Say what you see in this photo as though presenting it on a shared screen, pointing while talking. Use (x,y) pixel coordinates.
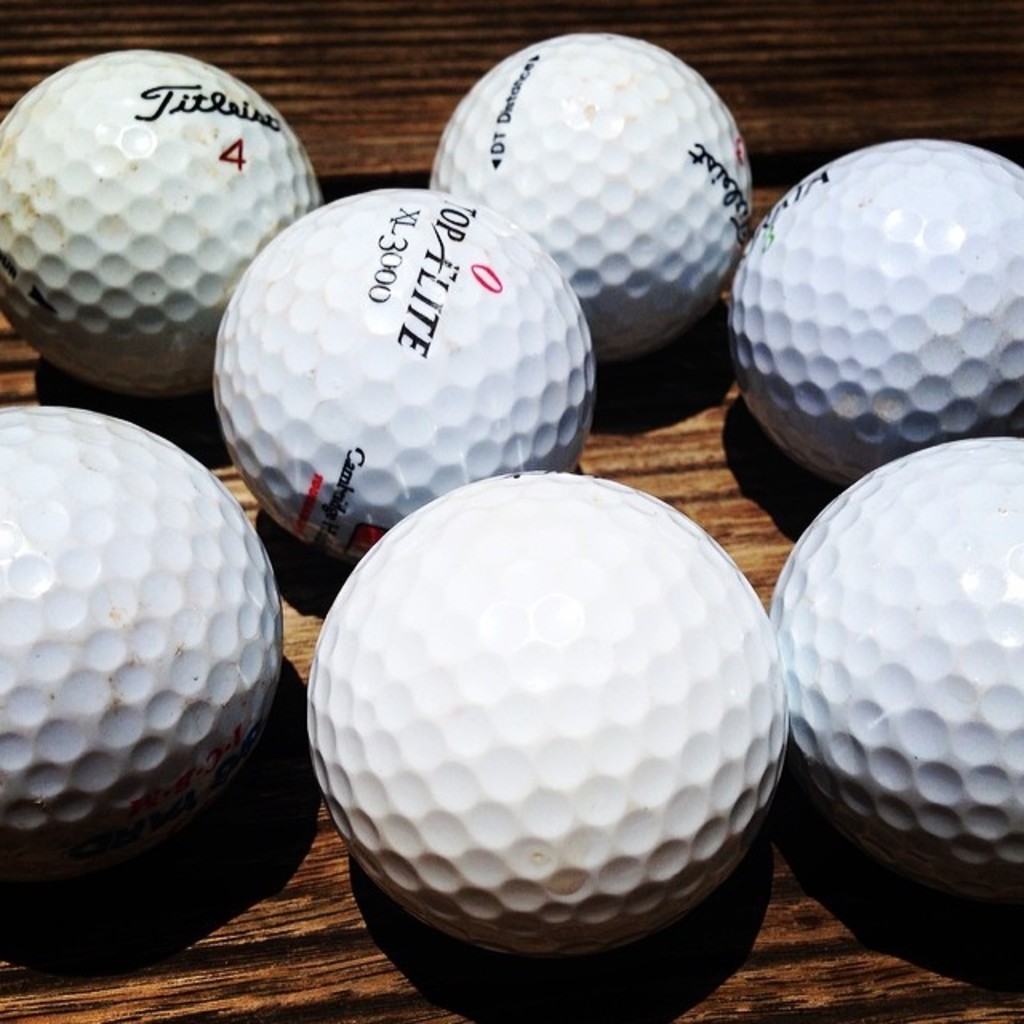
In this image we a few golf balls (588,182) kept on the wooden surface (143,936).
